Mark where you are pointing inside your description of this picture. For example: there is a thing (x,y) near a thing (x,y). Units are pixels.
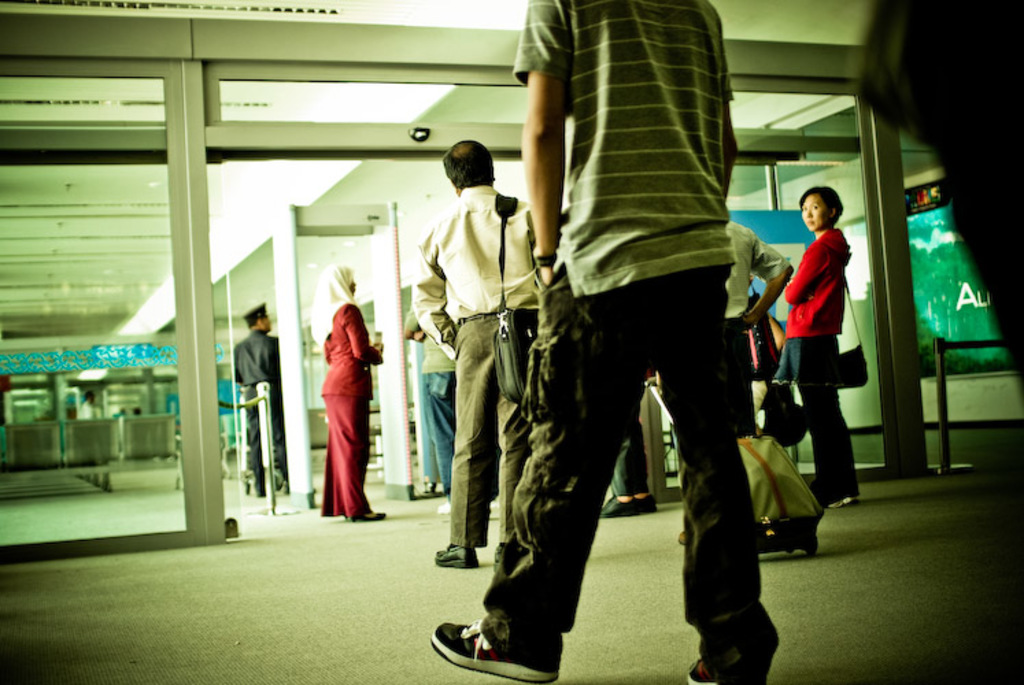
In this picture I can see number of people (636,418) standing in front (691,416) and I see that few of them are wearing bags (505,199) and on the right side of this picture (958,314) I can see a board (978,350) on which there is something written. In the background (220,360) I can see an electronic equipment (288,271) and I can see the glasses (96,499) and the walls (522,193).
